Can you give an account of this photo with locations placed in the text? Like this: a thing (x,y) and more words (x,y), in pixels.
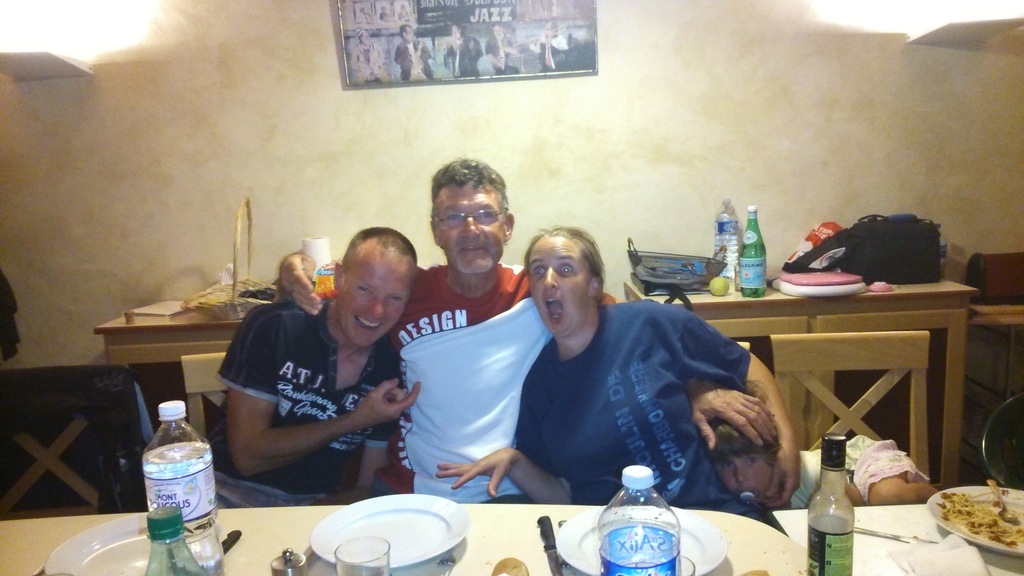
There are four persons (547,398) sitting in chairs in front of a table (504,529) which has some eatables (979,502) and drinks (668,526) on it and there is a picture (473,49) on the background wall (487,86).
